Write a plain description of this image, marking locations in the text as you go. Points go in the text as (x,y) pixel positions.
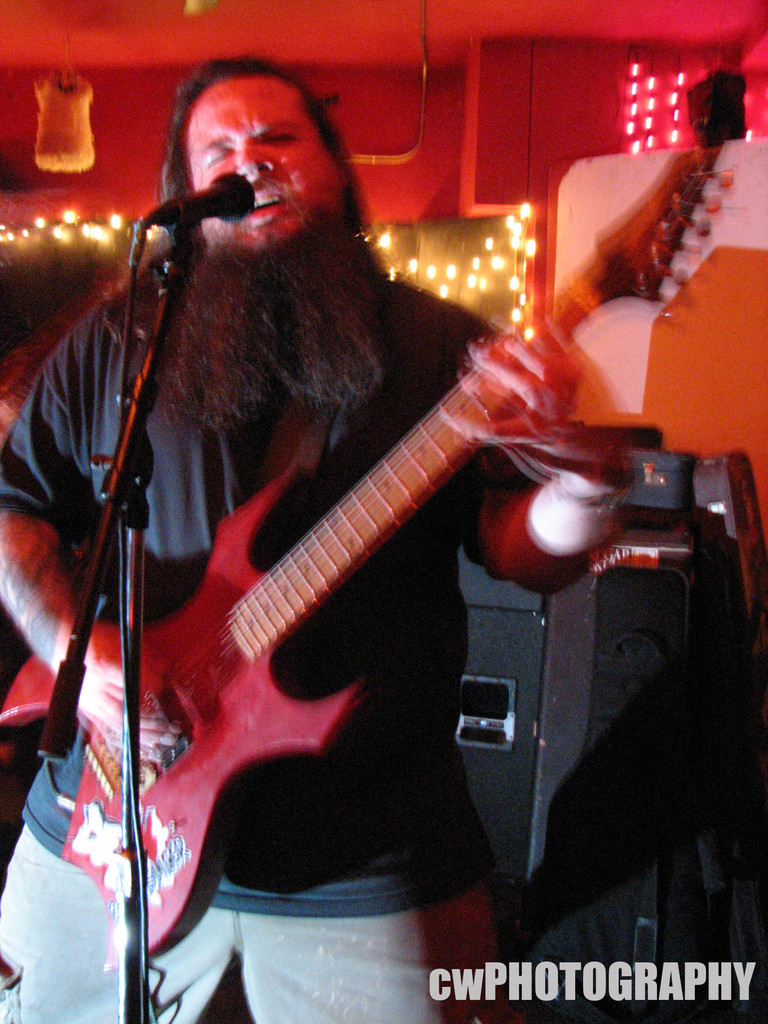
In this image there is a person (380,690) wearing black color T-shirt (412,535) playing guitar (363,486) and there is a microphone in front of him and at the right side of the image (623,685) there is a sound box (658,568).
